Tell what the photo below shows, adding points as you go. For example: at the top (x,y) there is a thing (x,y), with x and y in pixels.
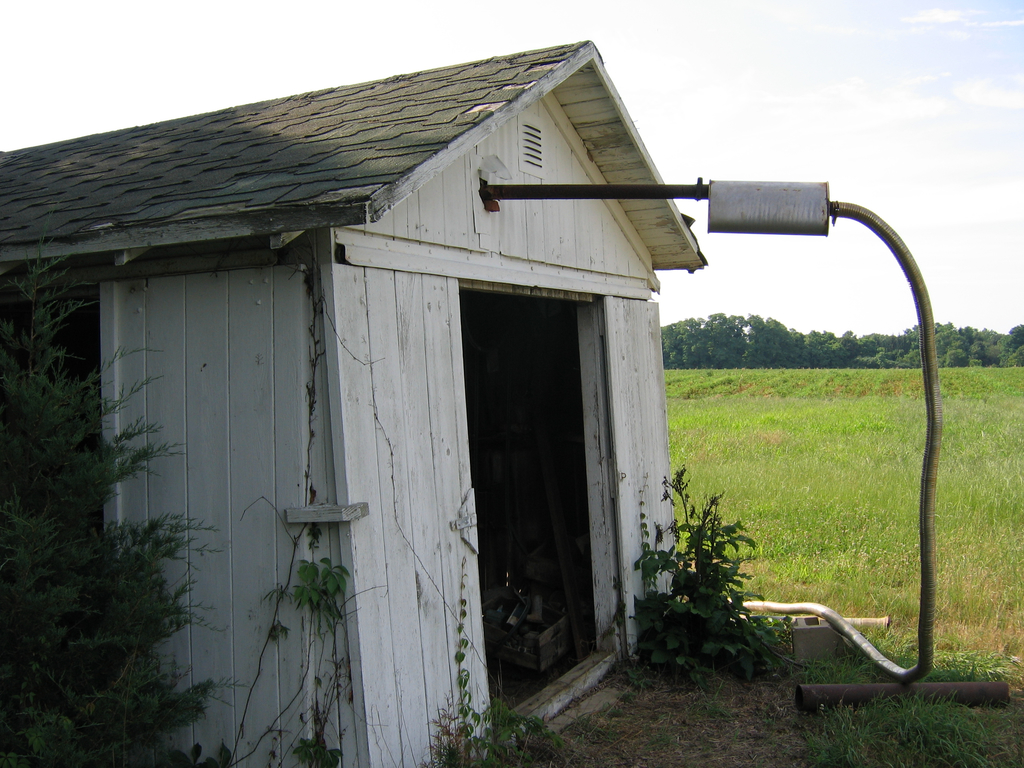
In this picture I can see a house (498,458) and pipe (873,217) attached to the pipe (534,194). In the background (778,171) I can see grass (822,458), trees (807,361) and the sky (843,115). On the left side (131,544) I can see plants (131,544).
